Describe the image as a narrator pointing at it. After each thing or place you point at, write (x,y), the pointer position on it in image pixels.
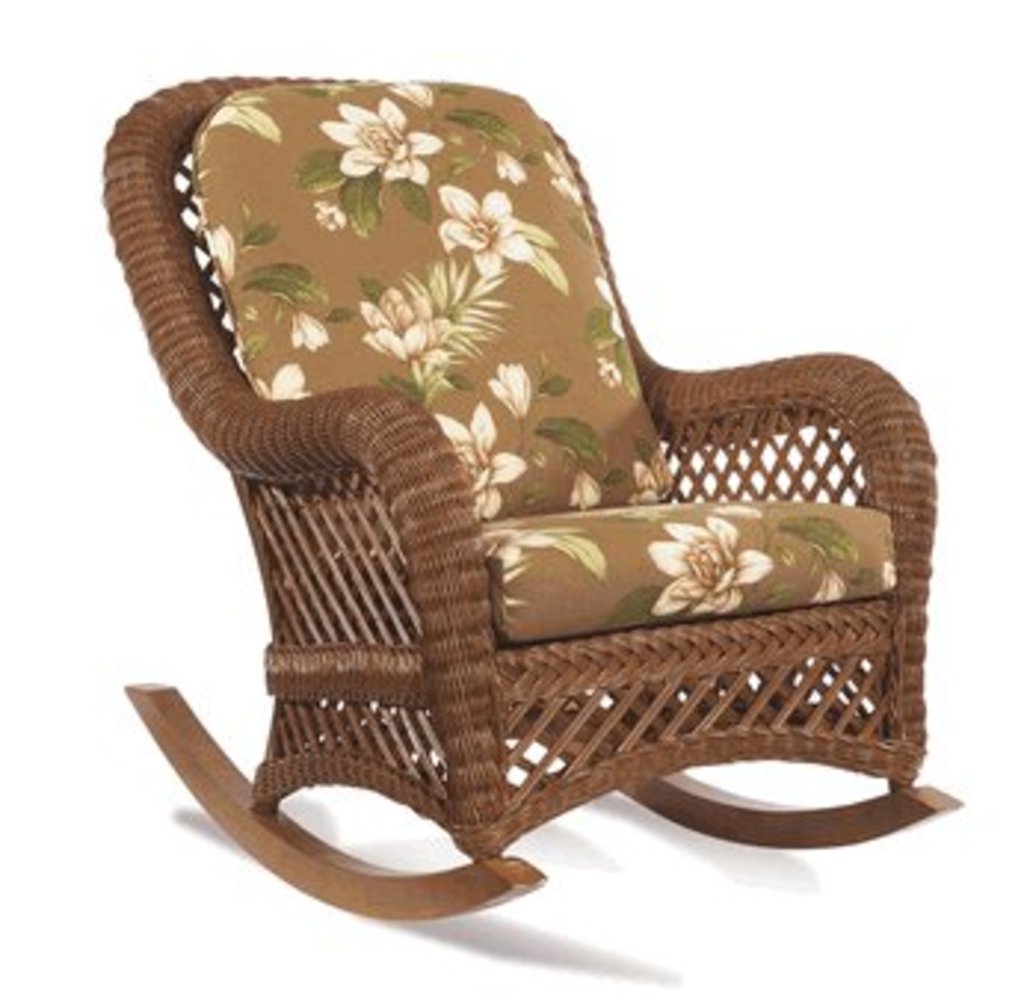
In this image, I can see a chair (506,652) and a white color background (959,153).
